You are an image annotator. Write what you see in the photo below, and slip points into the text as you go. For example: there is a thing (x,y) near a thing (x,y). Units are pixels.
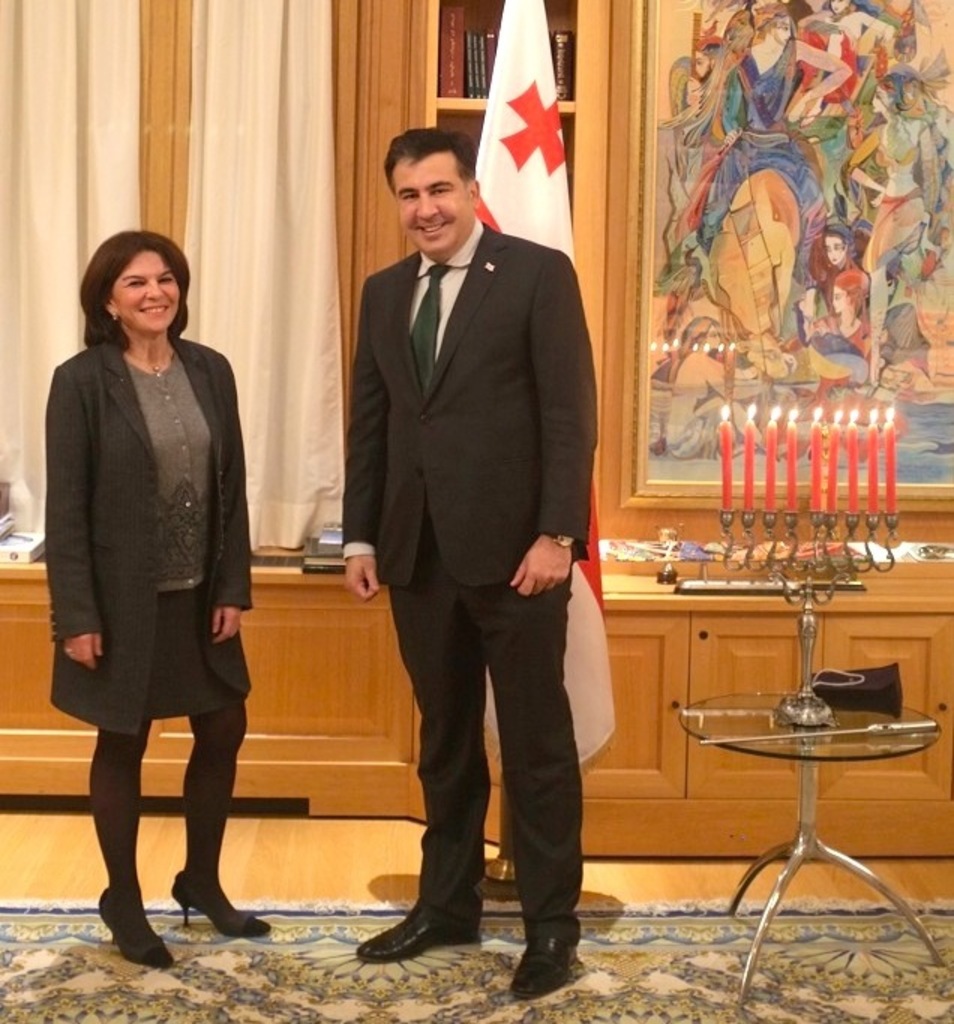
The two persons (153,476) are standing and smiling. There is a table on the right side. There is a candle light (809,693) on a table (689,725). There is a cupboard (654,624) behind a table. There is a books (329,531) on a cupboard (649,626). We can see in the background (722,277) flag (577,677), wall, photo frame (868,163).
